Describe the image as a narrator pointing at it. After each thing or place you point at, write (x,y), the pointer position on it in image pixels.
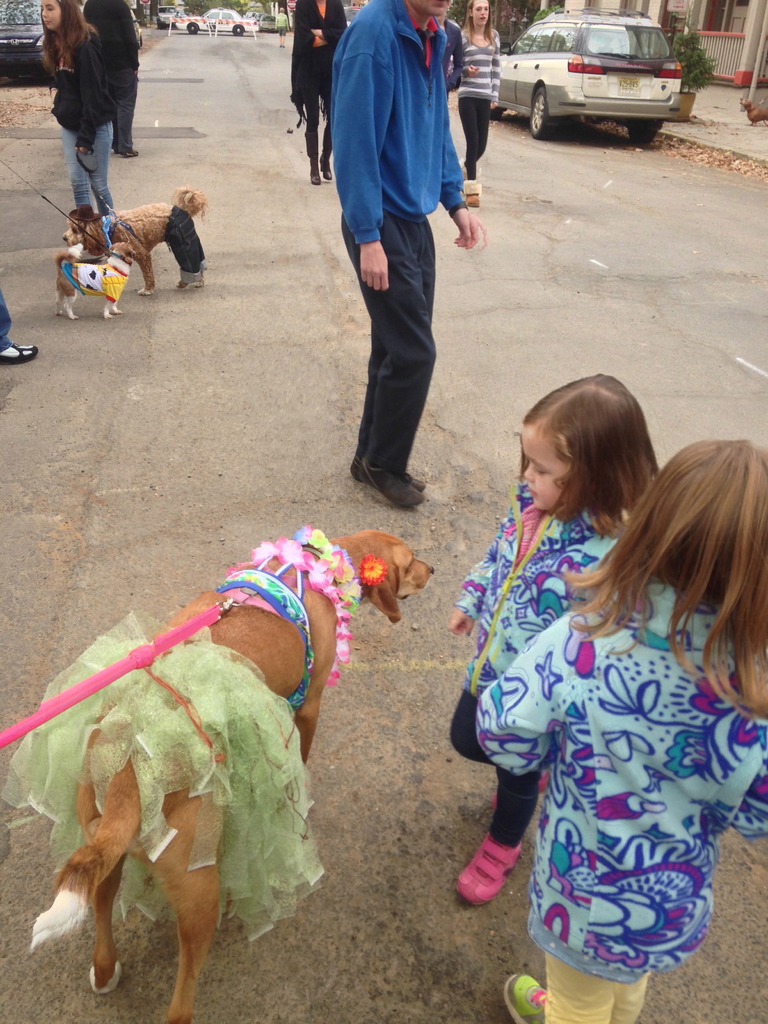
There are two girls (581,656) standing beside the dog (257,666) which was decorated. There are some people (359,131) standing in the background (96,96) and there are some dogs (91,216) here. We can observe a car (567,72) parked here.
